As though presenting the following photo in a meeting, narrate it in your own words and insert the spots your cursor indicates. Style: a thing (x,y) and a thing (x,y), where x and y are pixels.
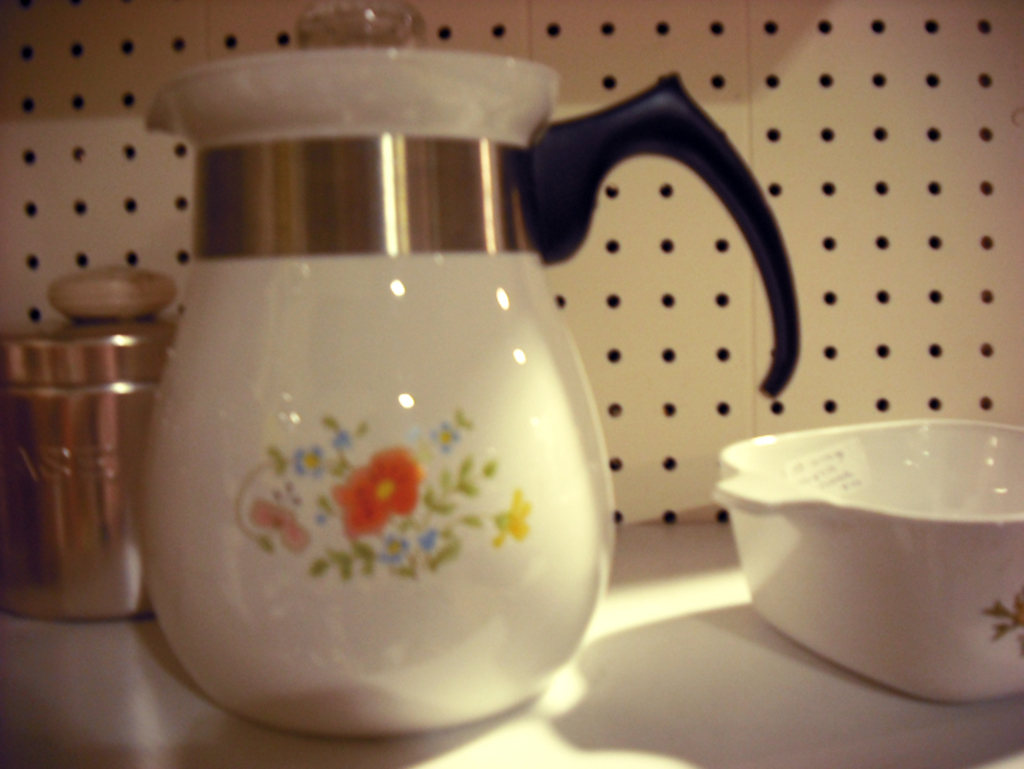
In the image there is a jug (463,288) and beside the jug (306,402) there is a bowl (762,459) and behind the jug (210,503) there is a tin (41,389).
